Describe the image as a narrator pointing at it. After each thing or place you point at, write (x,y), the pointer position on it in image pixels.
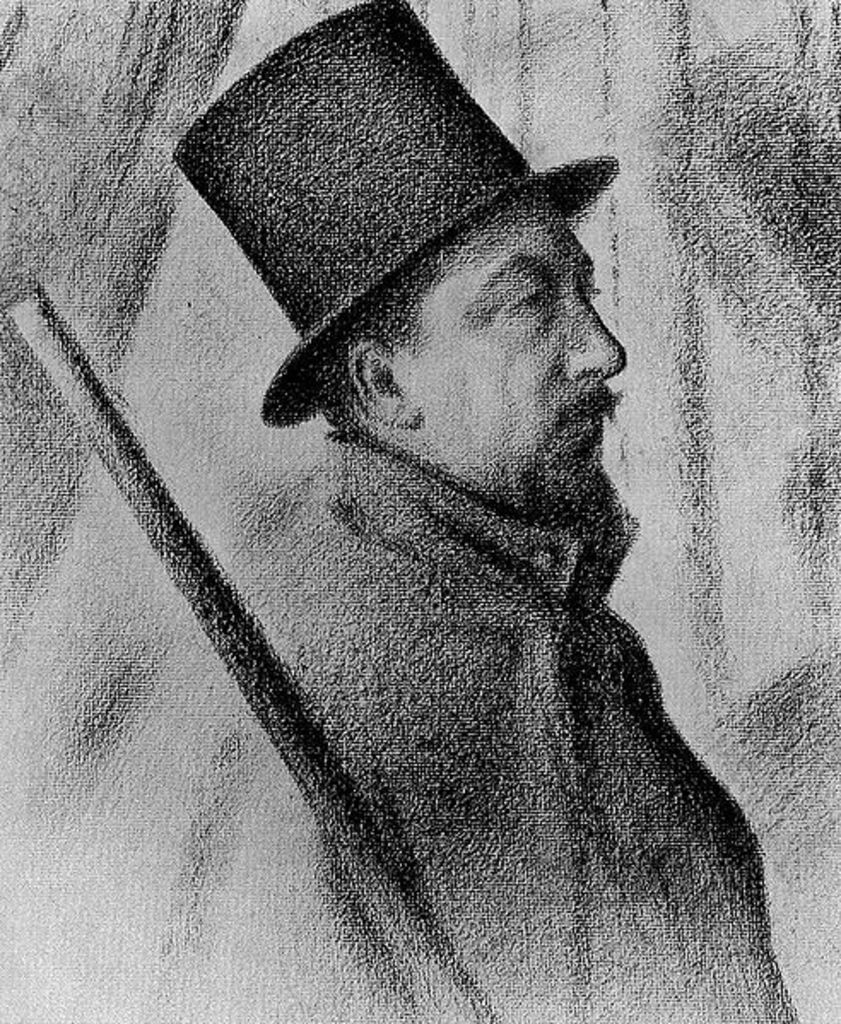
This is a black and white image. In the image there is a man (468,758) with hat (369,270) on his head (334,360) and also there is a stick (141,516).
